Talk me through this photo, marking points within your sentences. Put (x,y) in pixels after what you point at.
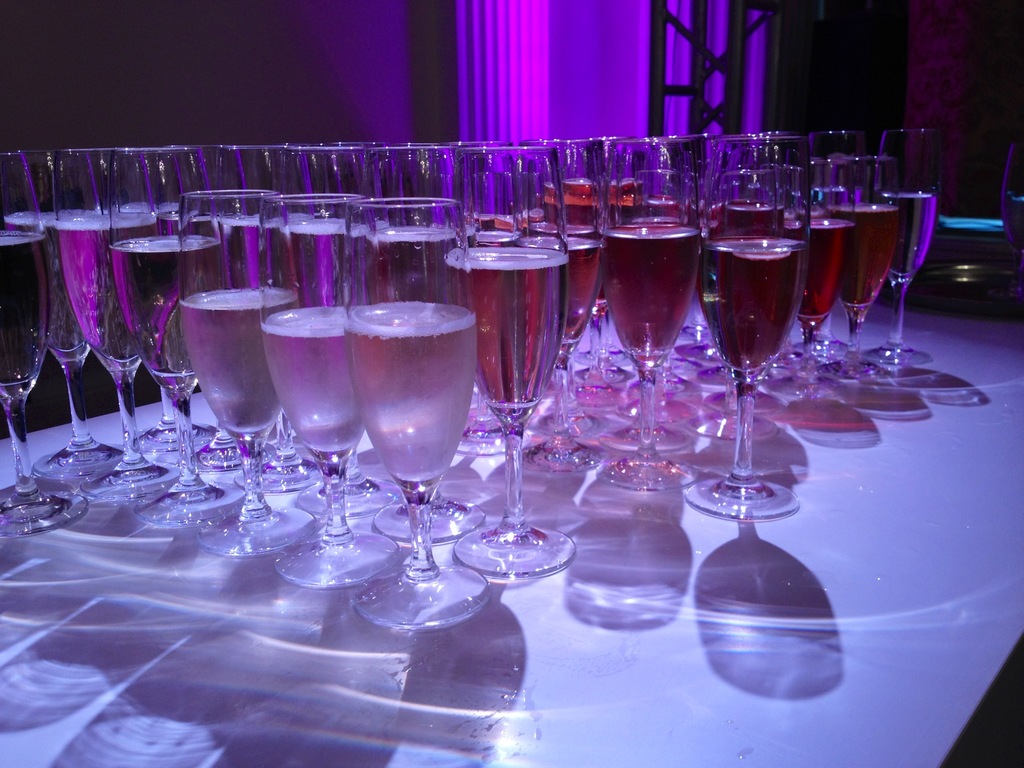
In the center of the image (493,431) there is a table (68,552) on which there are many glasses (20,169). At the background of the image (362,76) there is wall (205,112).
